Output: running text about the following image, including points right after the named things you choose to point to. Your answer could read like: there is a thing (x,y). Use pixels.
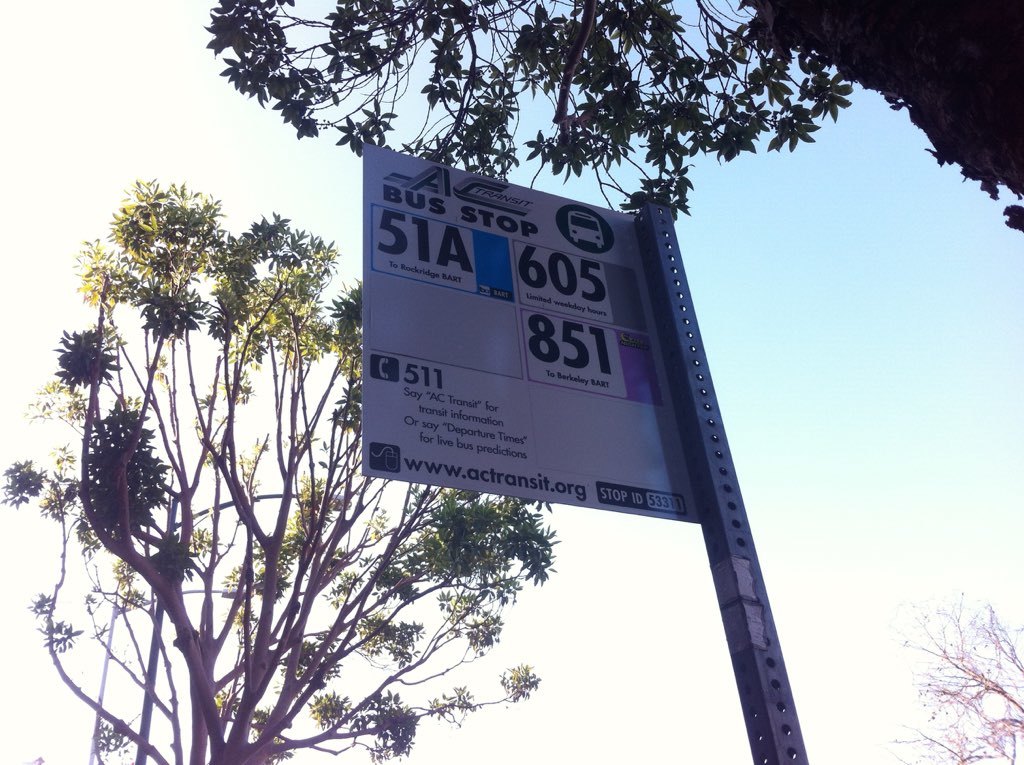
In this image I can see the hoarding board (540,275) and trees (970,167) and the sky (931,249).
